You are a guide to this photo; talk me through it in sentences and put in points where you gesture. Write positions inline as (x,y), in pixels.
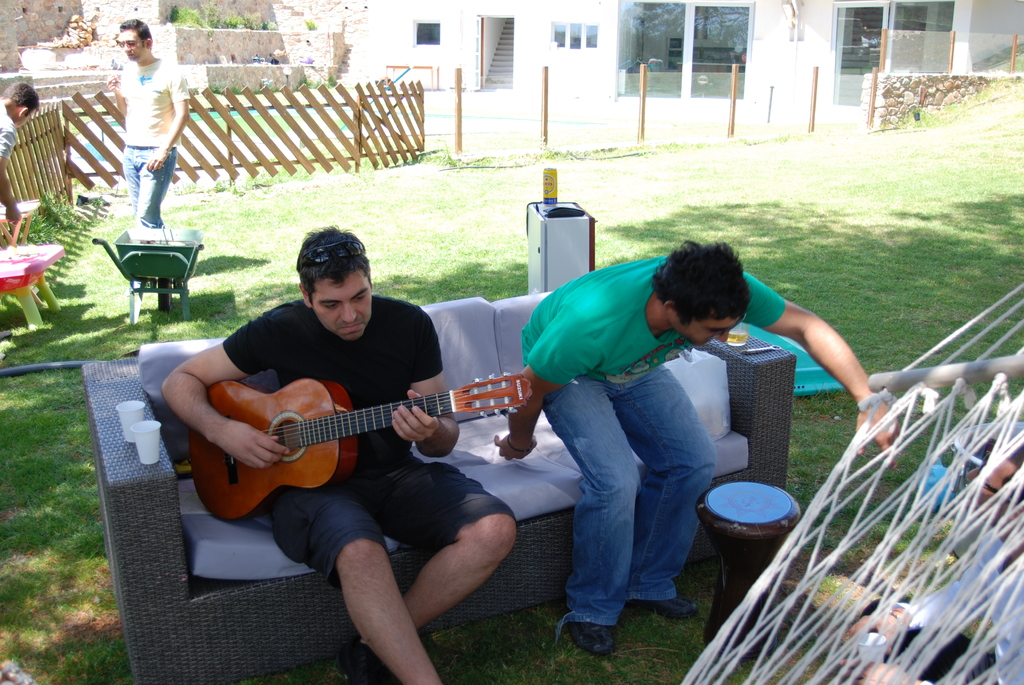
There are five people (468,503). In the center (356,237) we have a black shirt person (442,480). His sitting and his playing a guitar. We can see the background (681,19) is window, fencing (228,142), trees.
